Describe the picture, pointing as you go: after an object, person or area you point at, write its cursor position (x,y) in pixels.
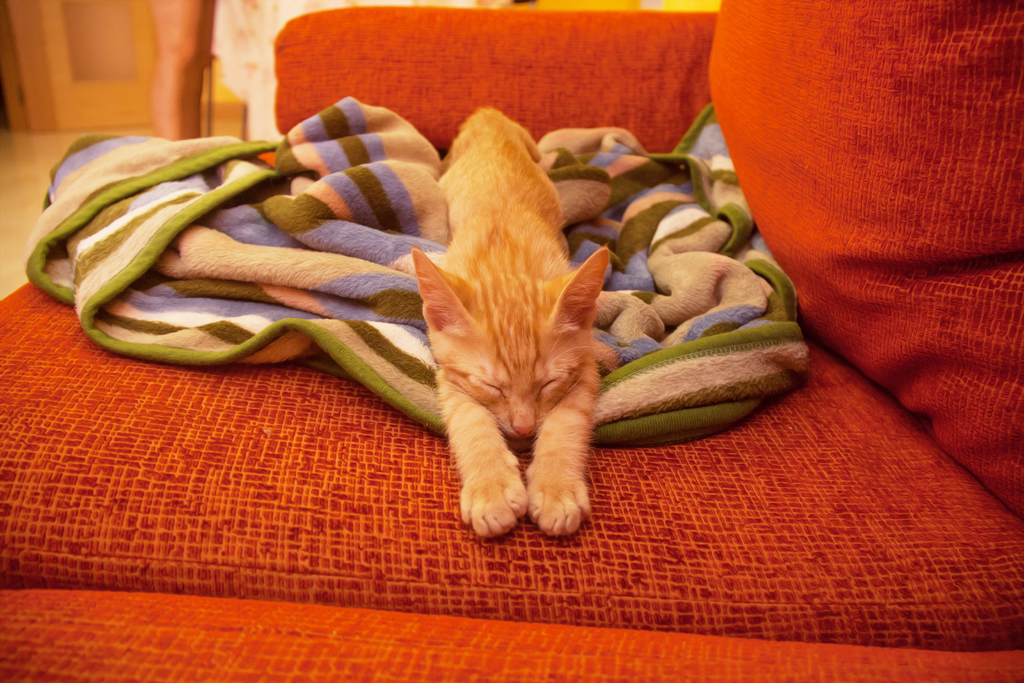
In the image we can see there is a cat (512,320) which is lying on the sofa (335,617) and there is a blanket (399,280) under the cat (439,296). The sofa (290,510) is in orange colour.
